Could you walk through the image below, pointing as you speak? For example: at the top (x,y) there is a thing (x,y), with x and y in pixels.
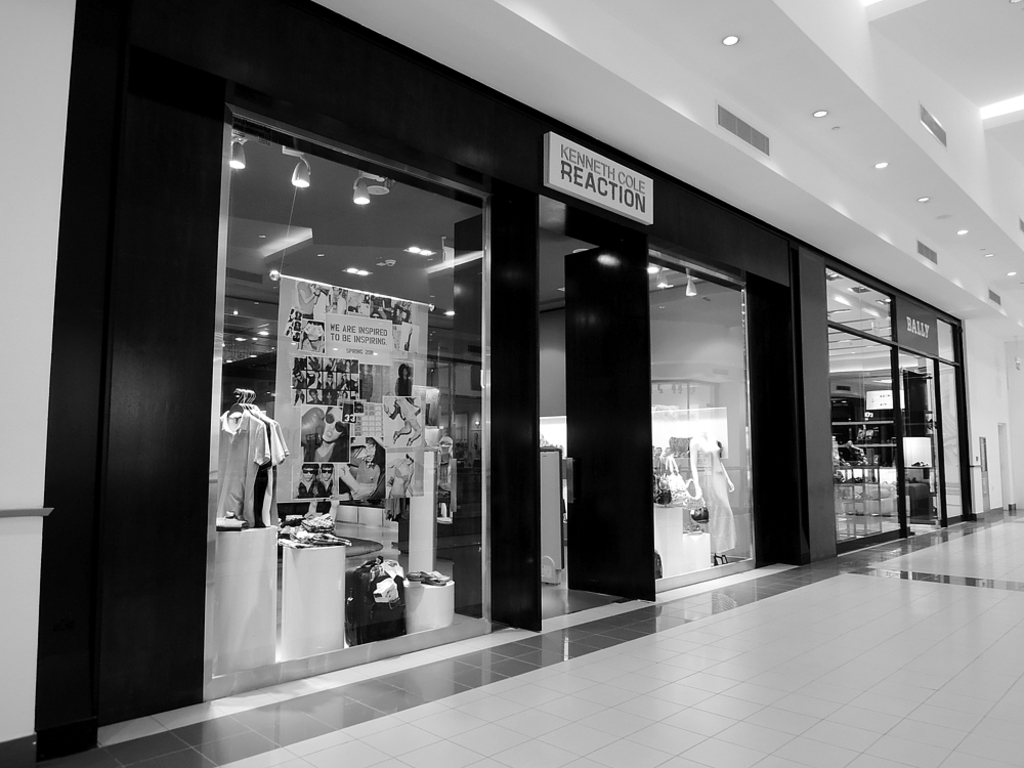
In the foreground of this image (705,714), on the bottom (846,685) there is the floor (829,638). In the background (261,369), there are shops (348,551) and in side there is a banner (354,464), clothes (255,465) to the hangers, lights (463,263), ceiling (424,246), a mannequin (708,465) and text (601,198) on the top of the shop (633,197). On the right top corner (933,85), there is ceiling (908,60) and lights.
